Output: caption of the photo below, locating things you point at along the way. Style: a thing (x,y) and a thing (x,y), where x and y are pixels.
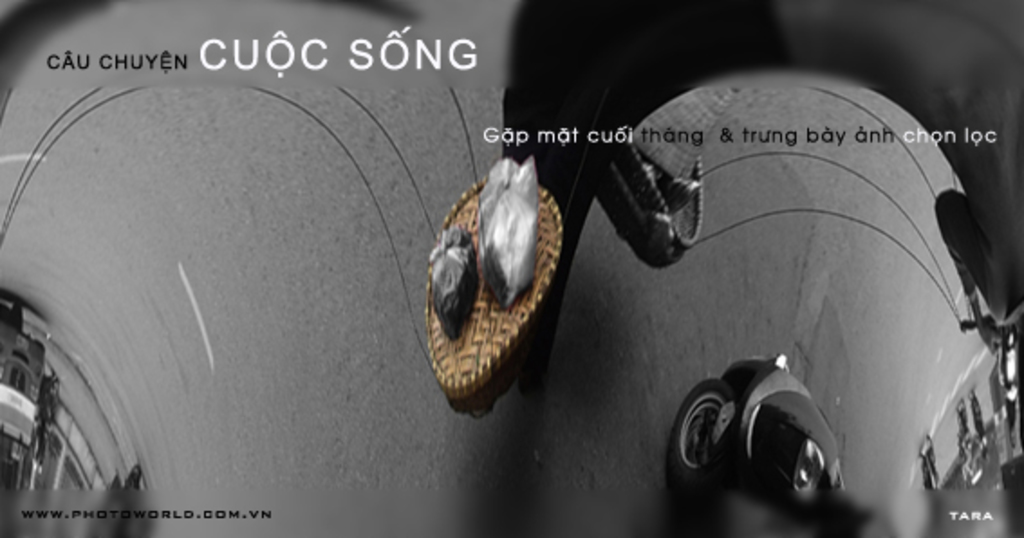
In this picture we can observe a road (620,339). There is a basket (487,352) on which two covers (459,313) were placed. In the right side (737,432) there is a vehicle (743,422) moving. In the left side (21,371) we can observe building (29,419).
